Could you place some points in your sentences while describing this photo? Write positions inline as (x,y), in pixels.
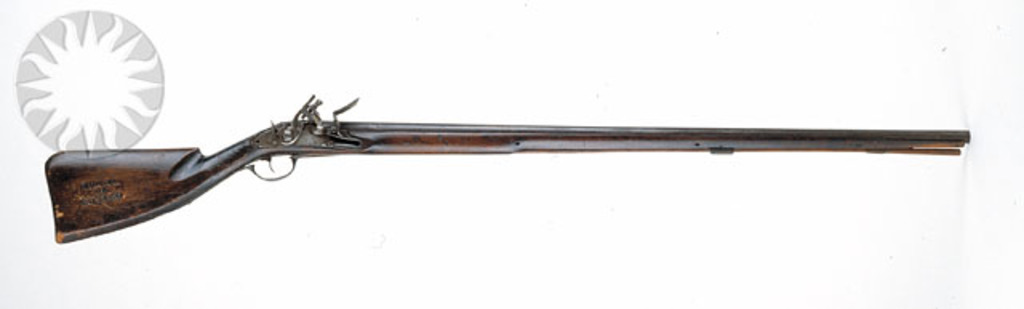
In this image we can see one gun (385,147) on the surface (351,189) and one sticker (142,50).
